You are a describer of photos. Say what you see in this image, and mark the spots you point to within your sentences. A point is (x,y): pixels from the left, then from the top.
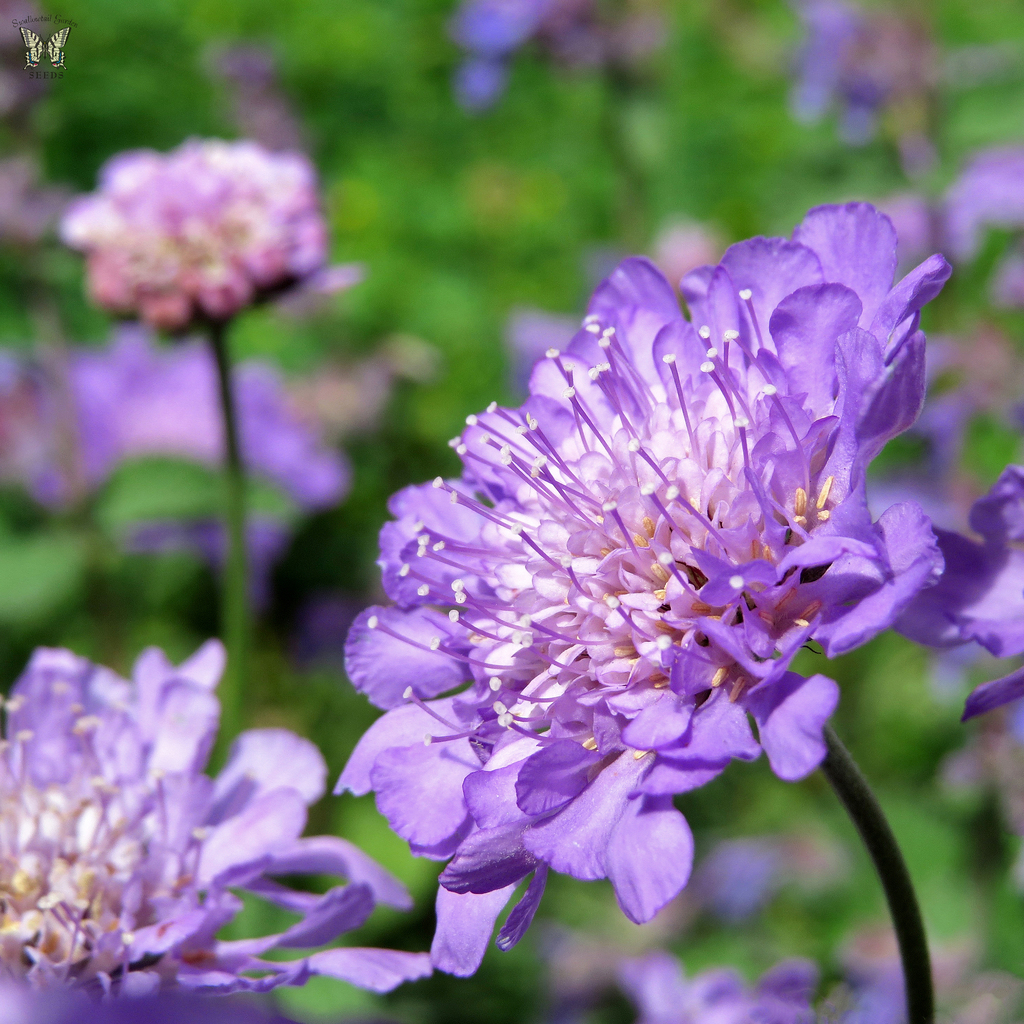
In this image we can see the purple color flowers (564,584) to the plant (863,813). In the top left corner (39,55) there is a butterfly logo (64,49).
